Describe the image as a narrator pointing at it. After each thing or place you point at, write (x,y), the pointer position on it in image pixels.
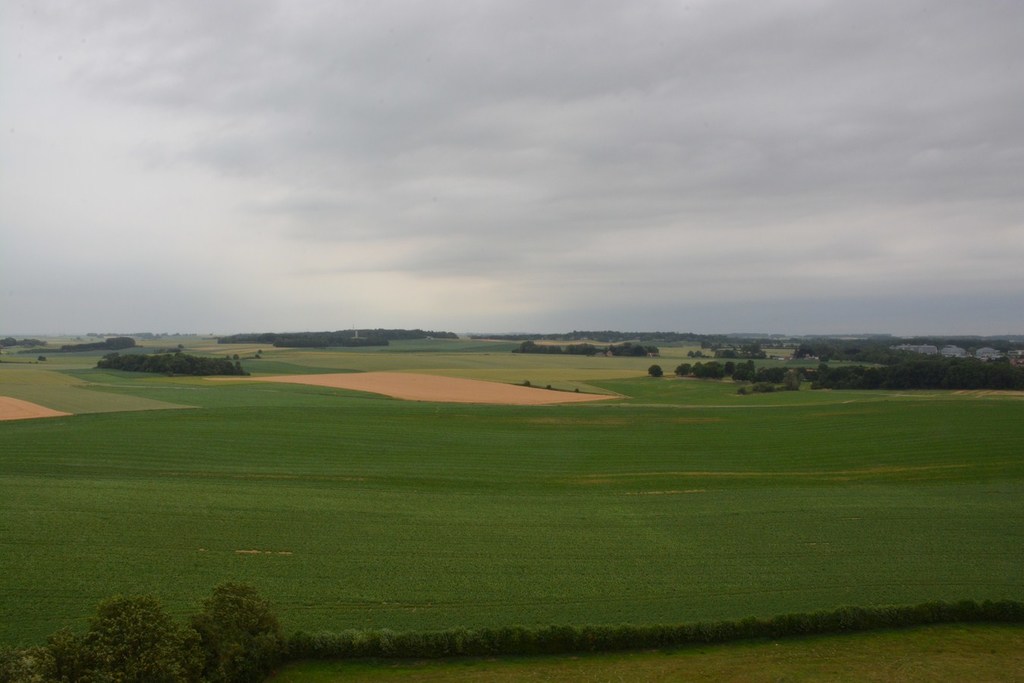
In this image there are few plants (241,658), trees (233,641), grass (515,480) and some clouds (486,332) in the sky (350,309).
